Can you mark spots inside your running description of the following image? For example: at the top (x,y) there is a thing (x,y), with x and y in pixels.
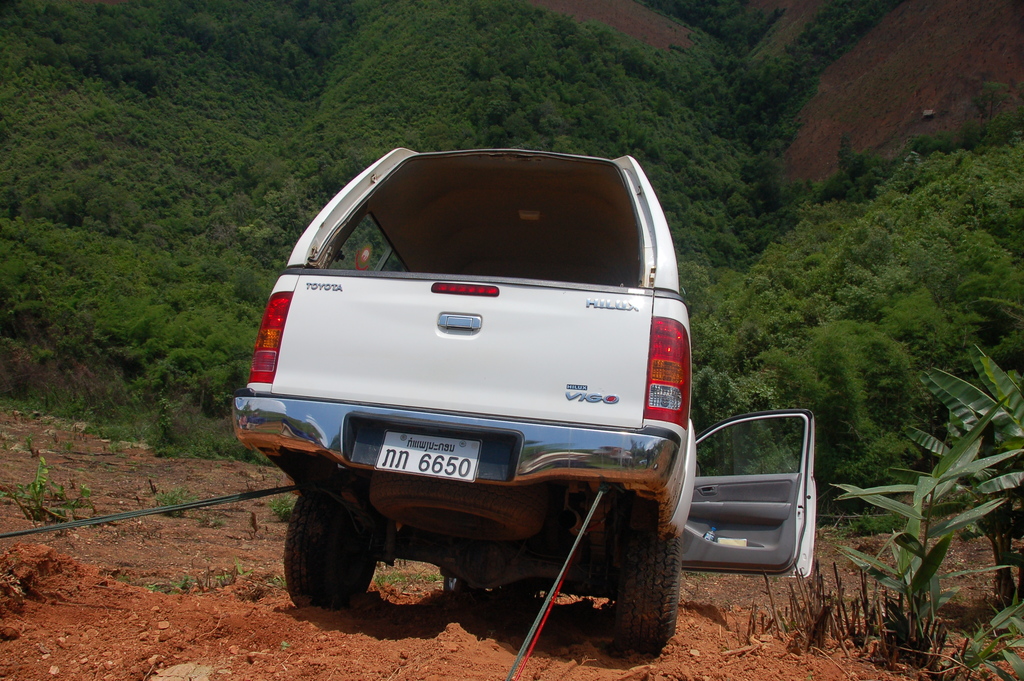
In front of the image there are ropes (258,493) tied to the car (441,459). There are plants (875,621). In the background of the image (52,122) there are trees (863,305).
